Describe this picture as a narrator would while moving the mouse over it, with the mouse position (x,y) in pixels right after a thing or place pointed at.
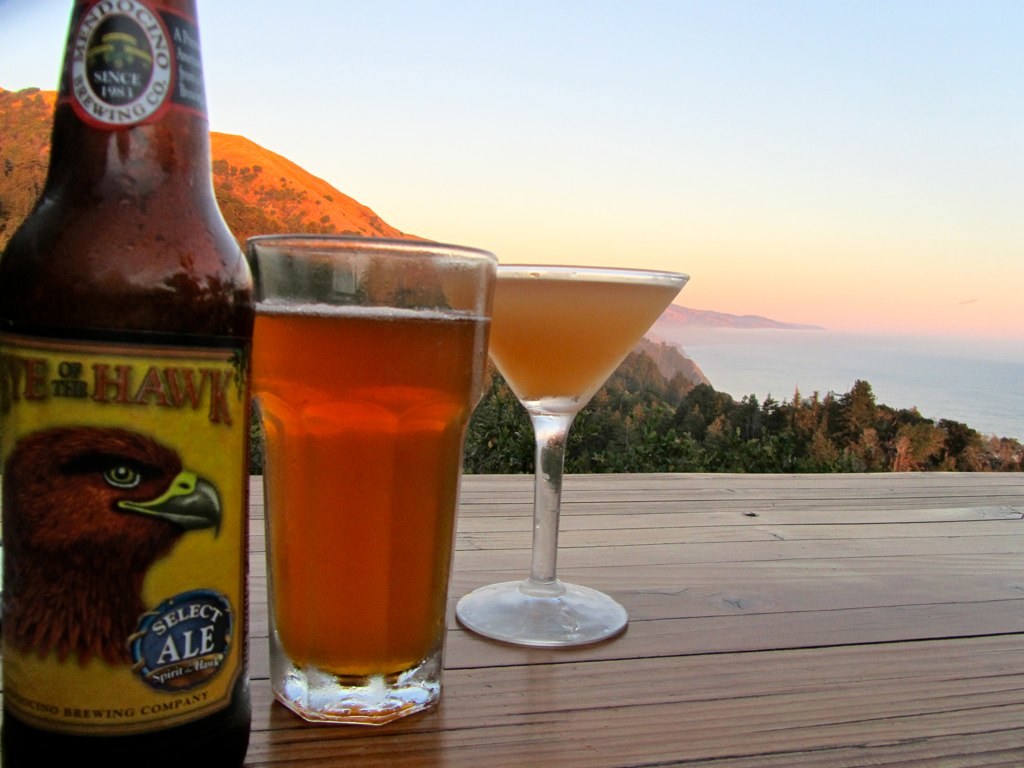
In this image I can see two glasses (415,635) and a bottle (112,322) on the table (510,725) and I can see some liquid (397,325) in the glasses (516,360). I can see trees (637,380) in green color, mountains (241,143) and the sky (511,161) is in blue color.
